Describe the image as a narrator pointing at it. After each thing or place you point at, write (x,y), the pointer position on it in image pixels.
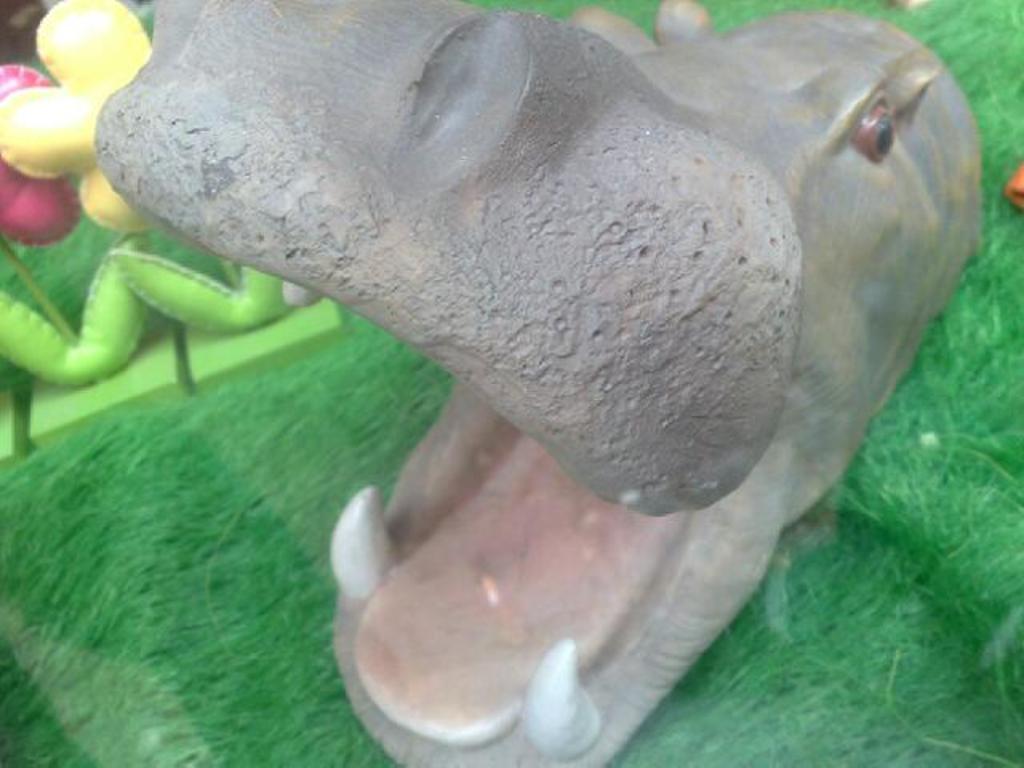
Here we can see animal face (657,186) on green surface (193,408).
